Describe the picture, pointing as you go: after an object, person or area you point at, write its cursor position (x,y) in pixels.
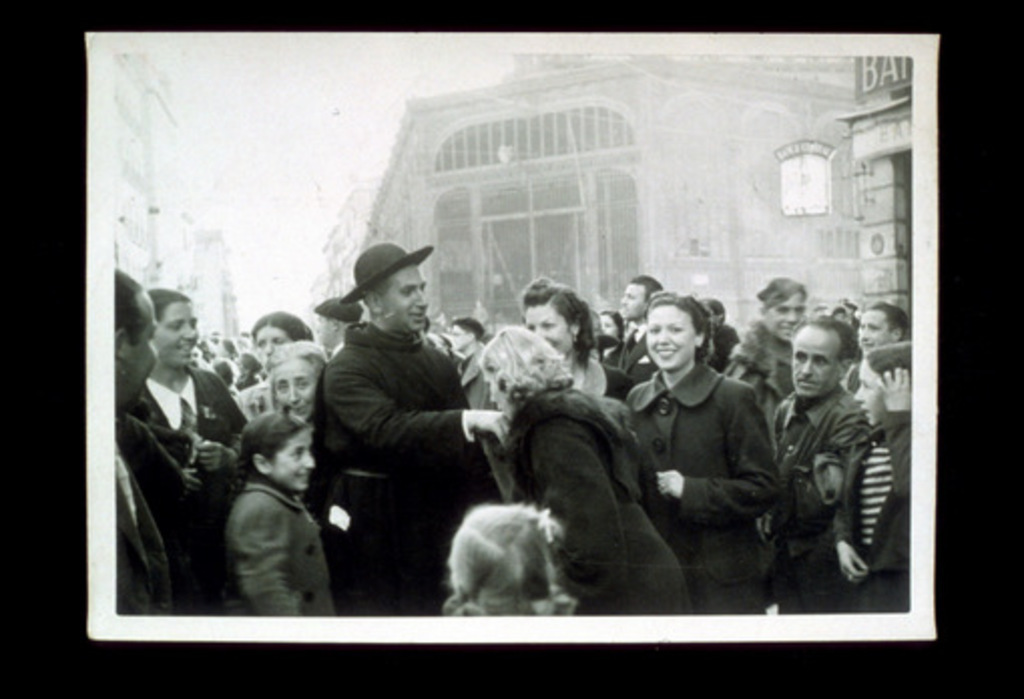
It is a huge crowd (414,328) and in between the crowd (262,327) a woman (514,415) is kissing the hand (473,418) of a person (409,390). Behind the crowd (723,315) there are few buildings (579,153).
